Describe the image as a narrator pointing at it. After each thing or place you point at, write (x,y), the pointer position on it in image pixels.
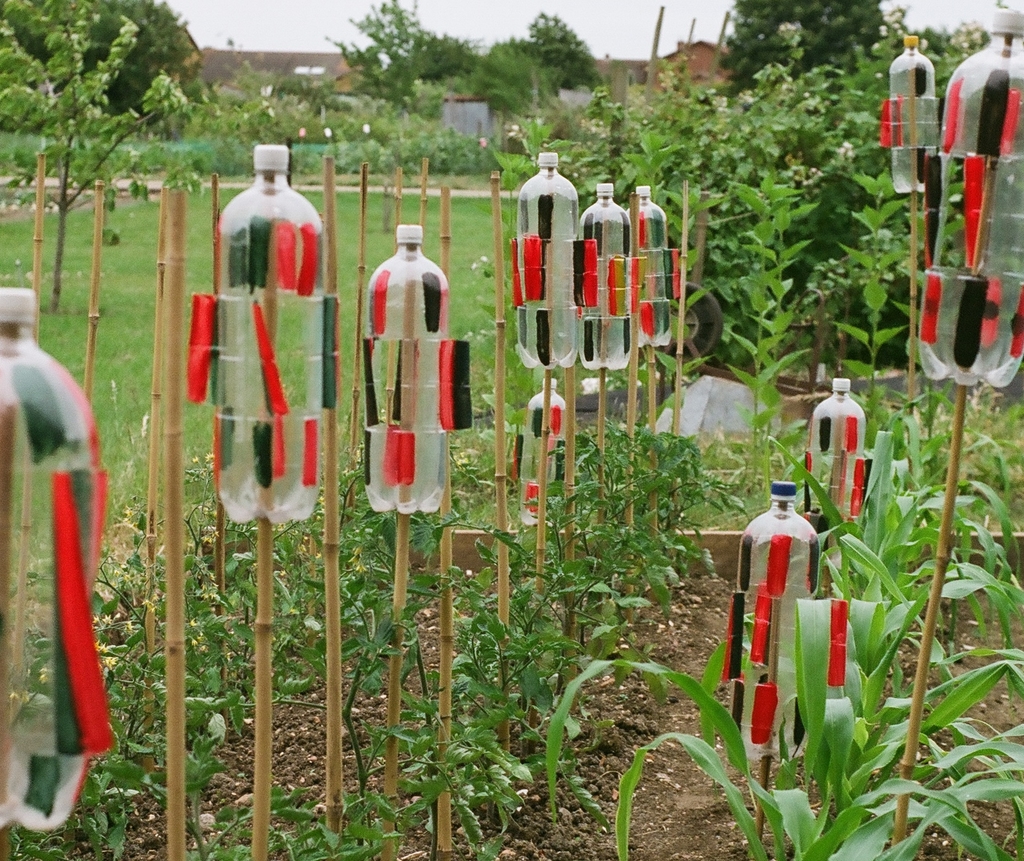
There are group of plants (903,525) which has a stick (572,507) and a bottle (437,392) attached to it and there are trees (399,71) and buildings (328,55) in the background (530,44) and the ground (141,316) is greenery (139,315).
